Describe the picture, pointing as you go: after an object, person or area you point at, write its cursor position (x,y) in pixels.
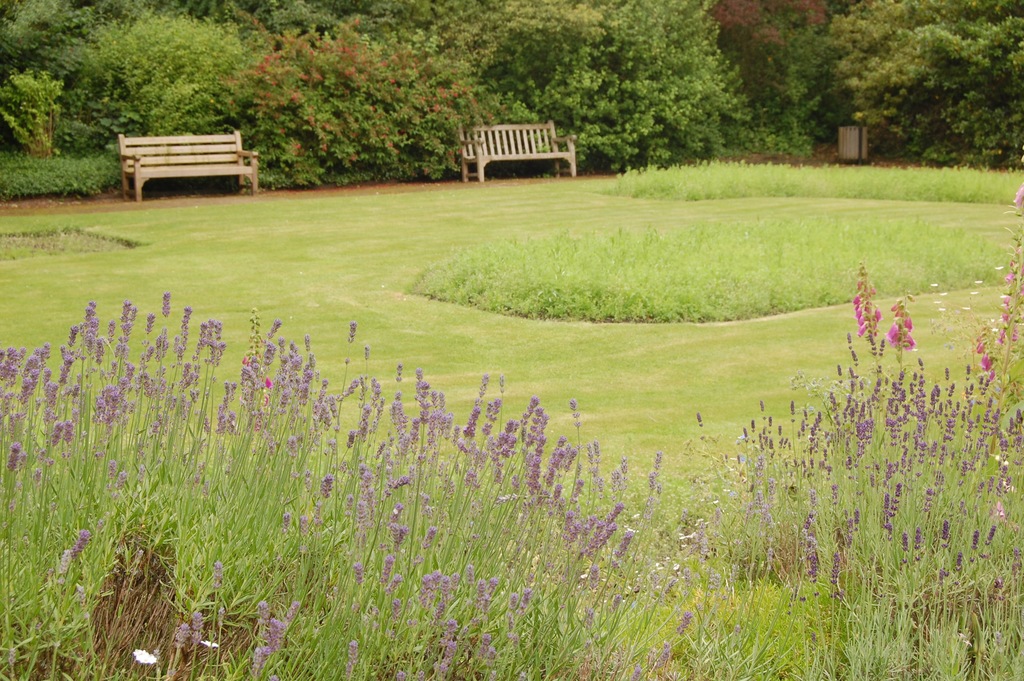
At the bottom (269,576) we can see plants (412,517). In the background (412,160) we can see grass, two benches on the ground (251,194), trees (507,17) and an object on the right side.
